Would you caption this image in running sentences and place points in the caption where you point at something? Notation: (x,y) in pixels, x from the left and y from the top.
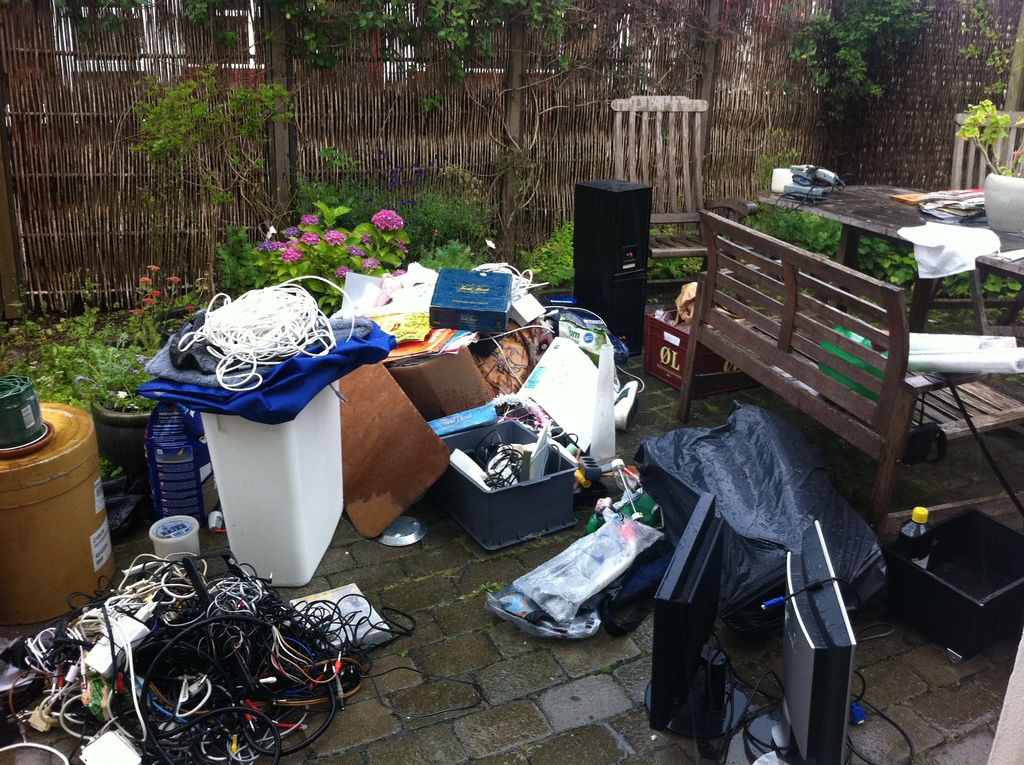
In this image, we can see some objects (906,199) on the table (887,203) and there is a bench (816,358), chairs (618,140), a black box (644,299), basket (679,355), some bottles (922,553), containers (923,581), books (431,343), cables (252,364), monitors (724,672), bags (735,466), clothes (215,398), tins (48,457) and some other objects (475,313) are on the ground (490,682). In the background (320,187), there are plants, trees (839,84) and there is a fence (652,62).
